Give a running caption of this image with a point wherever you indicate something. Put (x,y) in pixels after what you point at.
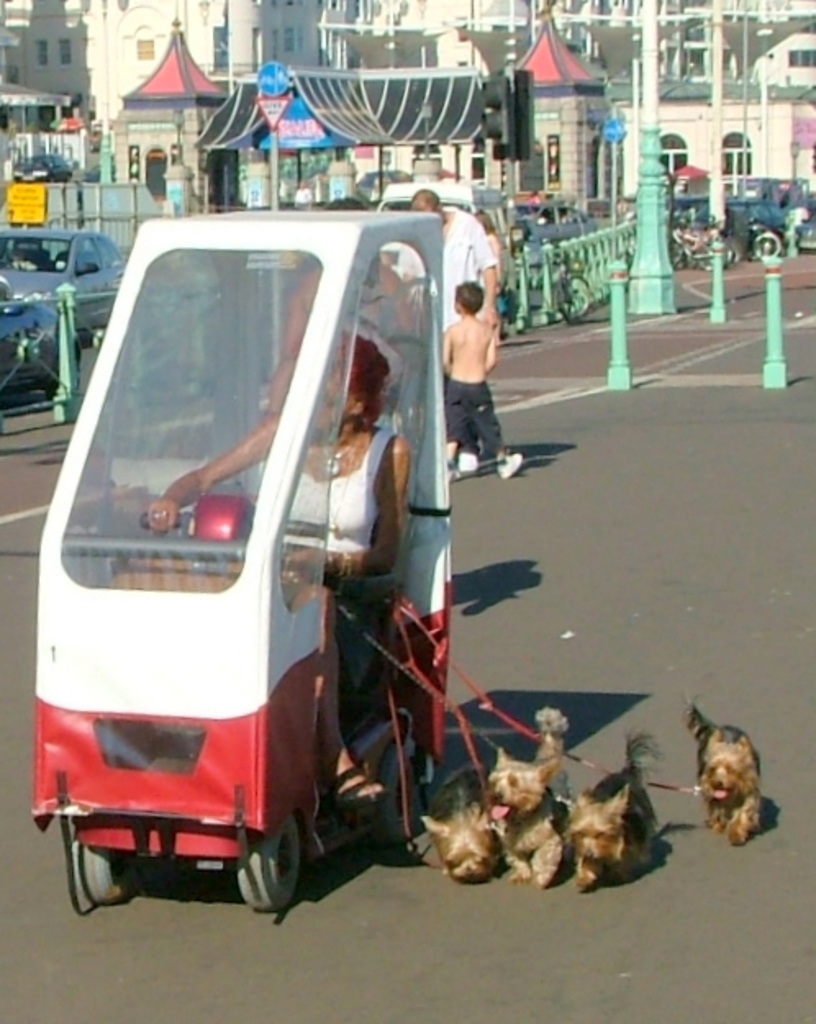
There is a person (334,552) sitting in a vehicle (300,560) and holding few belts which are attached to few dogs (553,756) beside her and there are some buildings (79,98) and vehicles (478,204) in the background (624,157).
